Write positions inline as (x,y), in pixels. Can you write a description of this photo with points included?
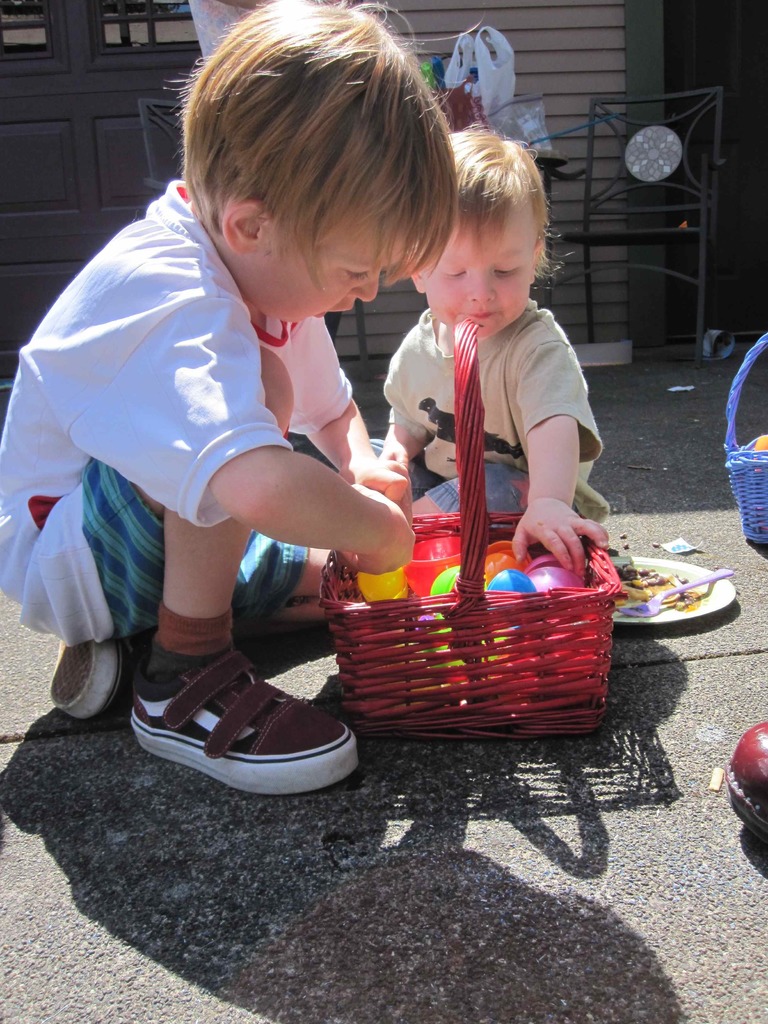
In the foreground of the picture (320,267) there are two kids (428,495), balls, plate (702,607), baskets (754,488), toys (419,563), spoon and road (740,568). In the background (626,136) there are chairs (647,232), doors (671,111), wall (484,5), cover (506,84), table (551,167) and other objects (563,132).
